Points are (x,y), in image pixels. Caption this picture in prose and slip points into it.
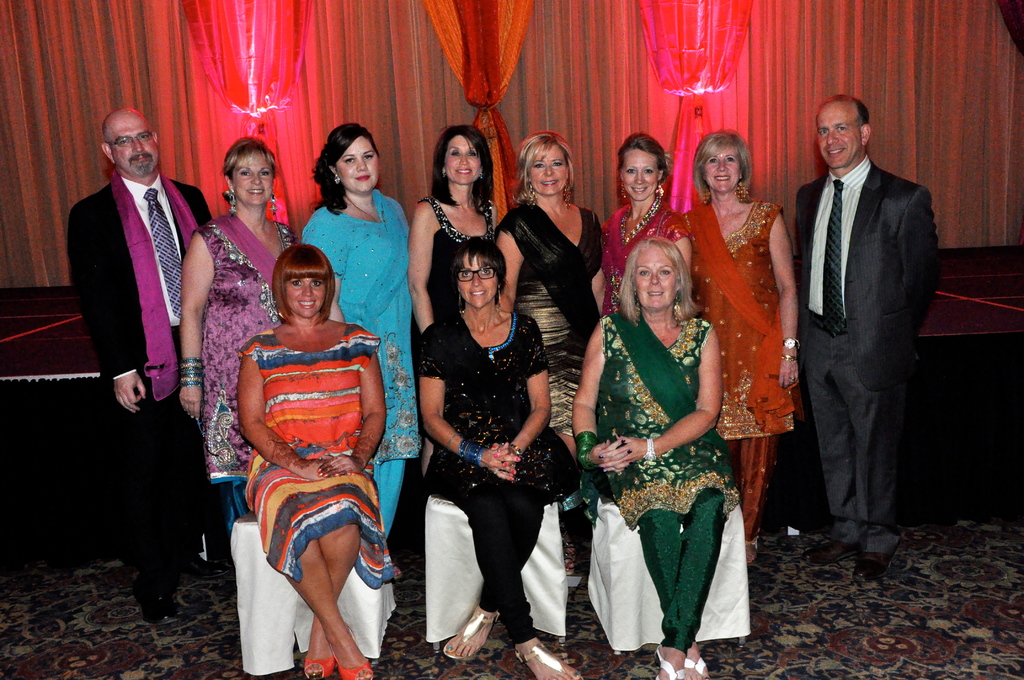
In this image there are group of persons (595,278) sitting and standing and smiling. In the background (409,44) there are curtains (563,86) which are red in colour.
